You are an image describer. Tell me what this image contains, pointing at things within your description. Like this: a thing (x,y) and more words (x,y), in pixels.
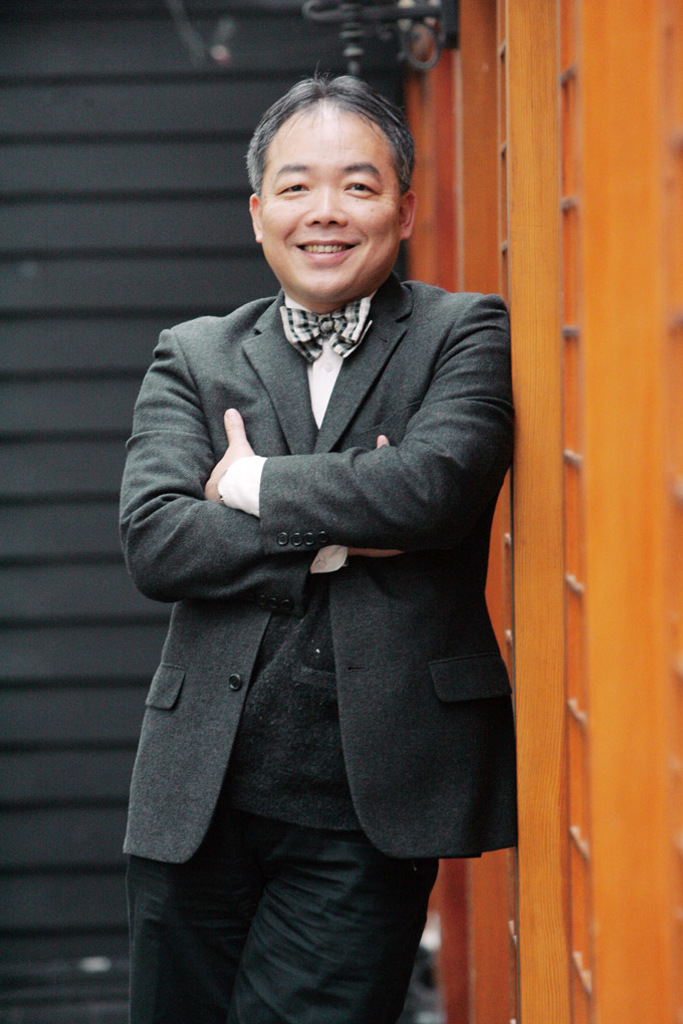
In this image I can see a person (288,132) standing wearing black color blazer (467,712), white color shirt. I can also see a wooden wall (627,350) in brown color and I can see black color background (6,464).
